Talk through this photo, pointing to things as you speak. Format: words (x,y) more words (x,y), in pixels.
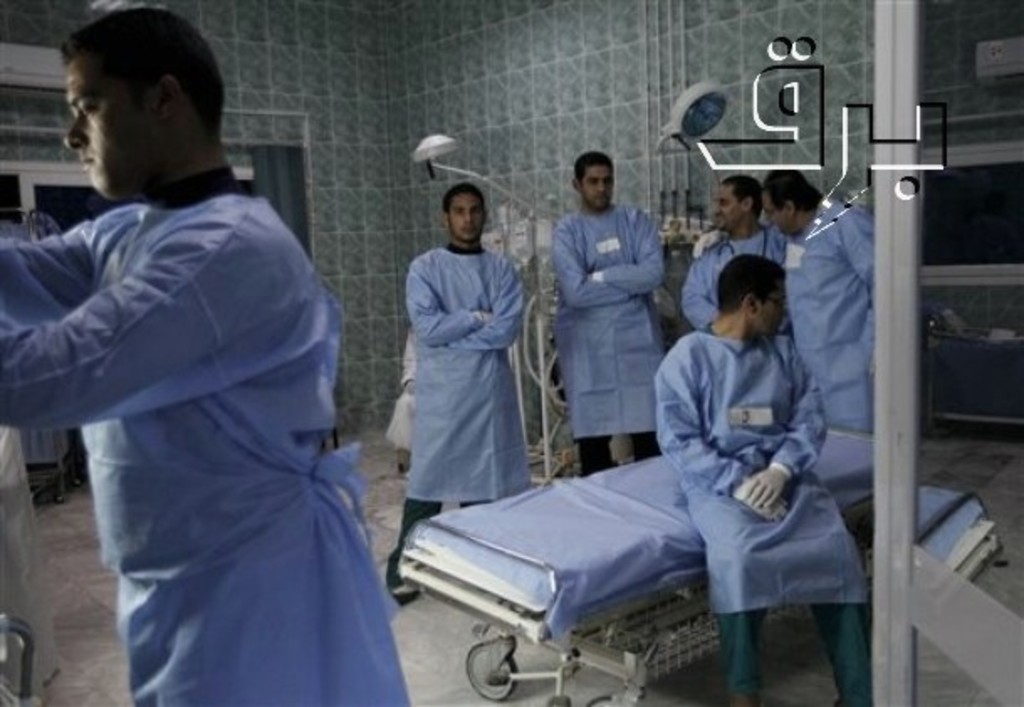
In this picture I can see there are a group of people (817,444) standing and wearing blue shirts (227,322) and there is a bed (508,560) here.
